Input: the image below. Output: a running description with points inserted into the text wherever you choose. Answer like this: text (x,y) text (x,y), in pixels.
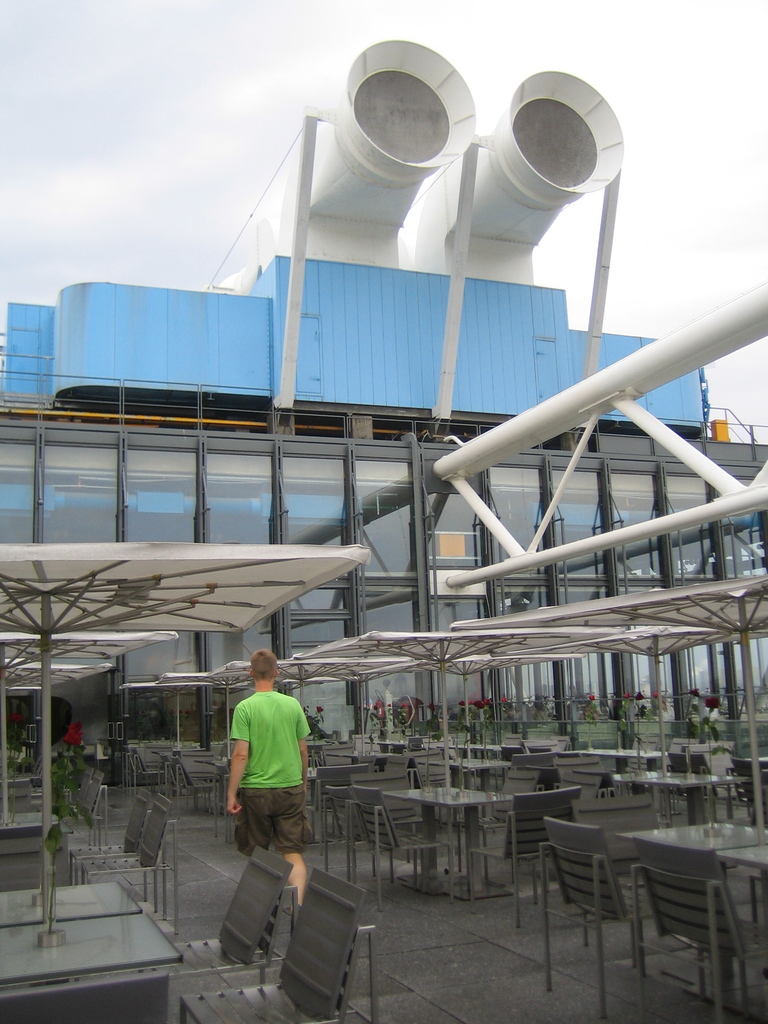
In this picture we can see couple of chairs (698,921), tables (139,933), and umbrellas (130,624) and a man (264,793) is walking into the building (393,467) and also we can see a building (350,369).
